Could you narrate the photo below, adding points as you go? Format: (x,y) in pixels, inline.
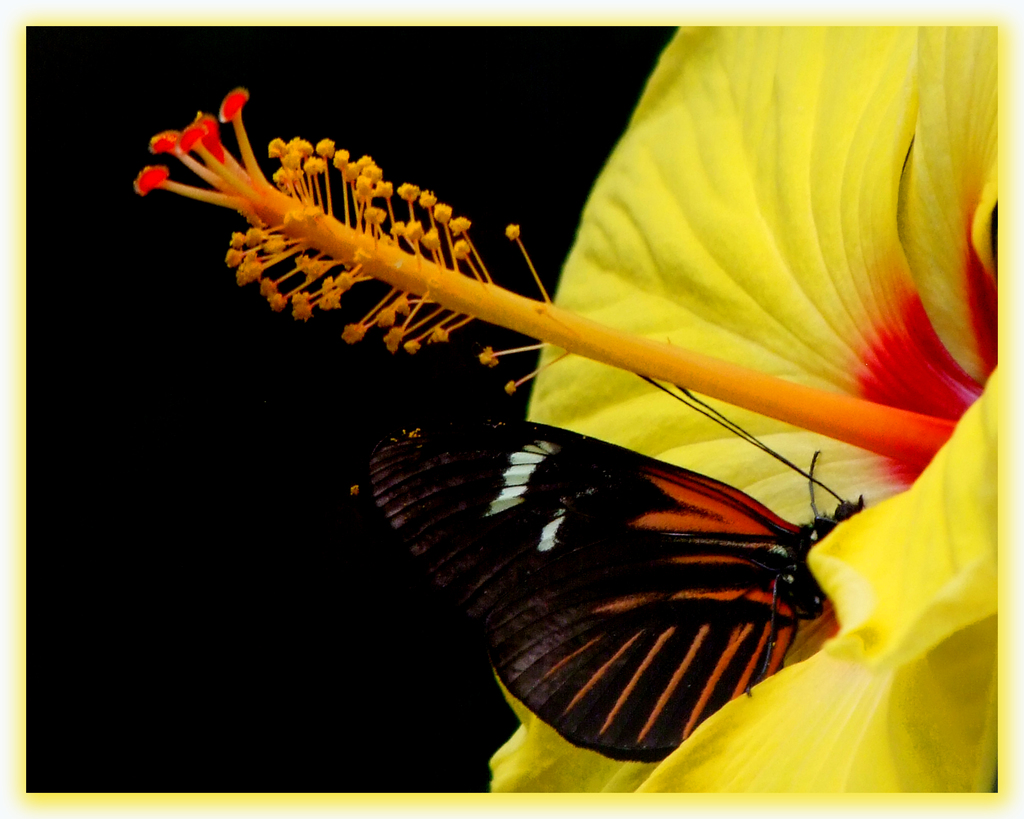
In the picture we can see a photograph with a half part of the flower (873,728) which is yellow in color with a stigma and stamens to it and on the petal (900,729) of the flower (884,321) we can see a butterfly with black color wings (479,444) and some orange color lines (768,594) on it.
